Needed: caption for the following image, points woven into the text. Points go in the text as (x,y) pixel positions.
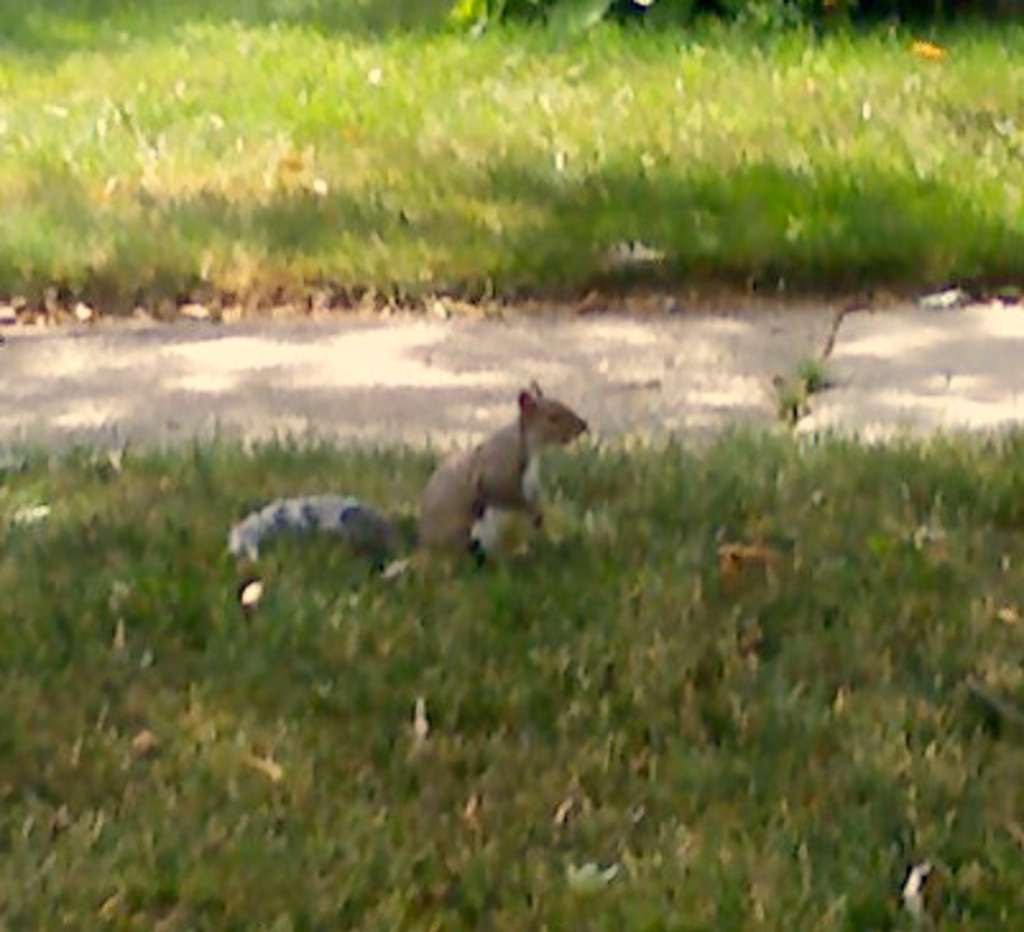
In the center of the image (520,451) we can see a squirrel (470,501) and there is grass (645,564). In the background (363,353) there is a walkway (443,363).
